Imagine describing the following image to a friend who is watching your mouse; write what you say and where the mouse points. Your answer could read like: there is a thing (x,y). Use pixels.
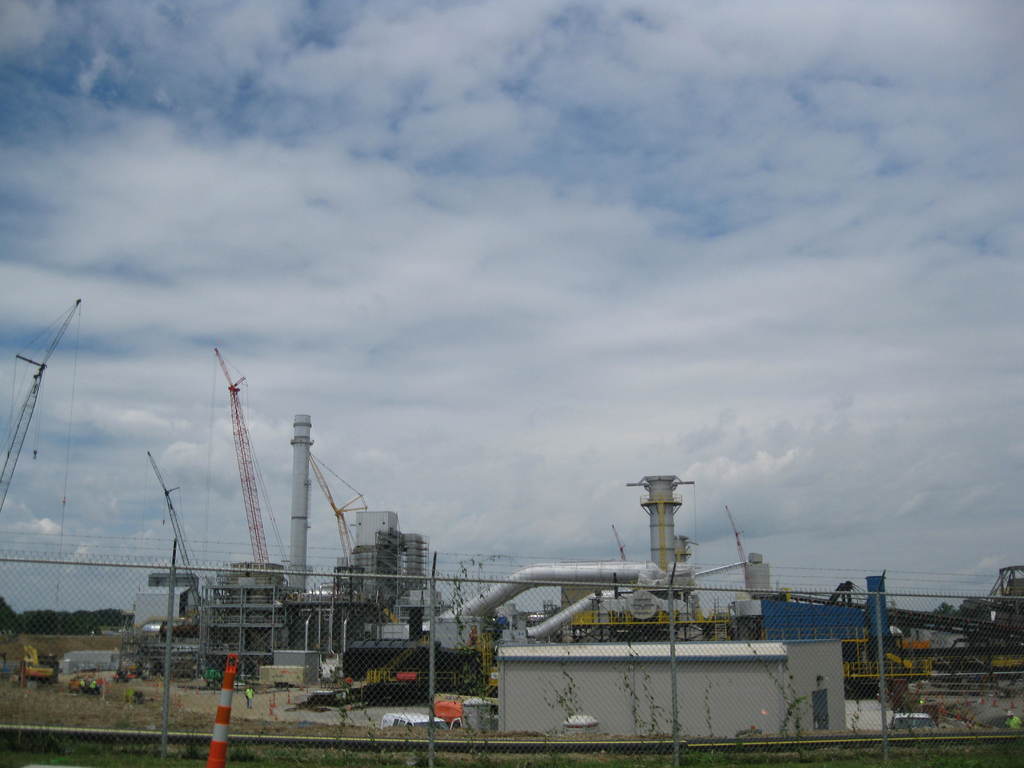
In the picture I can see buildings (523,649), pipe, factory (332,638), fence (251,634), poles (228,704) and some other objects (478,723) on the ground (200,726). In the background (425,473) I can see trees (84,610) and the sky (382,414).
